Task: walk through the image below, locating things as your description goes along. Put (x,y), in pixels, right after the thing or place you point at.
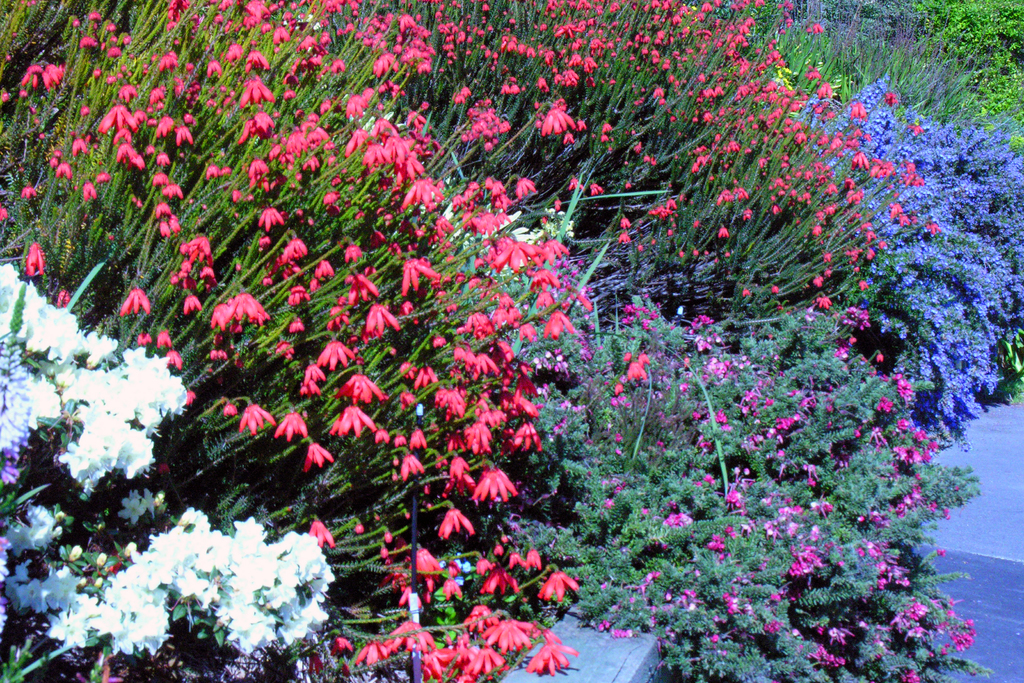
In this image we can see some plants (358,544) with different color flowers (859,141).
